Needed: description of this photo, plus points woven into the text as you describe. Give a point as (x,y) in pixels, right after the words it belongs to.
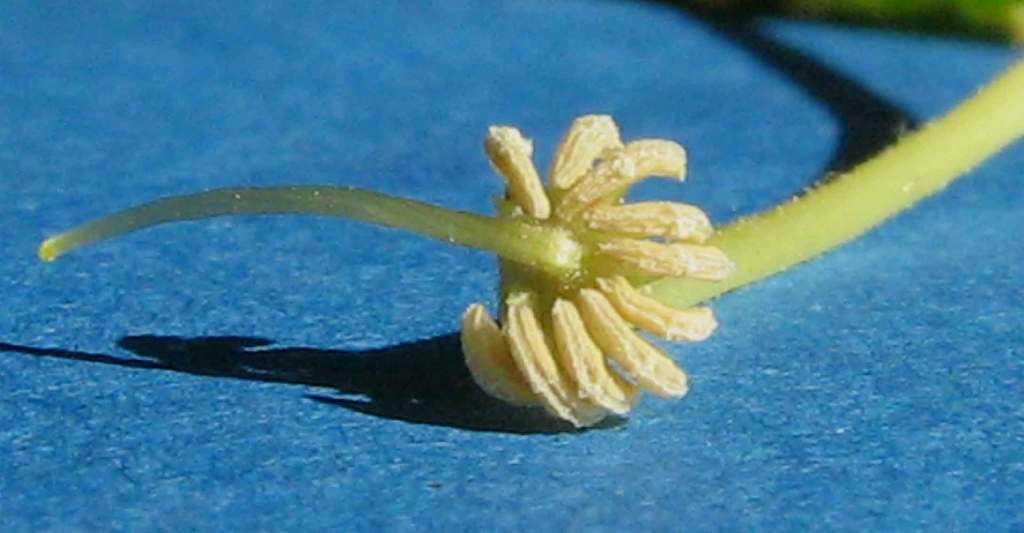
This image consist of a flower (593,275) which is in the center (669,255) on the surface (331,379) which is blue in colour.
